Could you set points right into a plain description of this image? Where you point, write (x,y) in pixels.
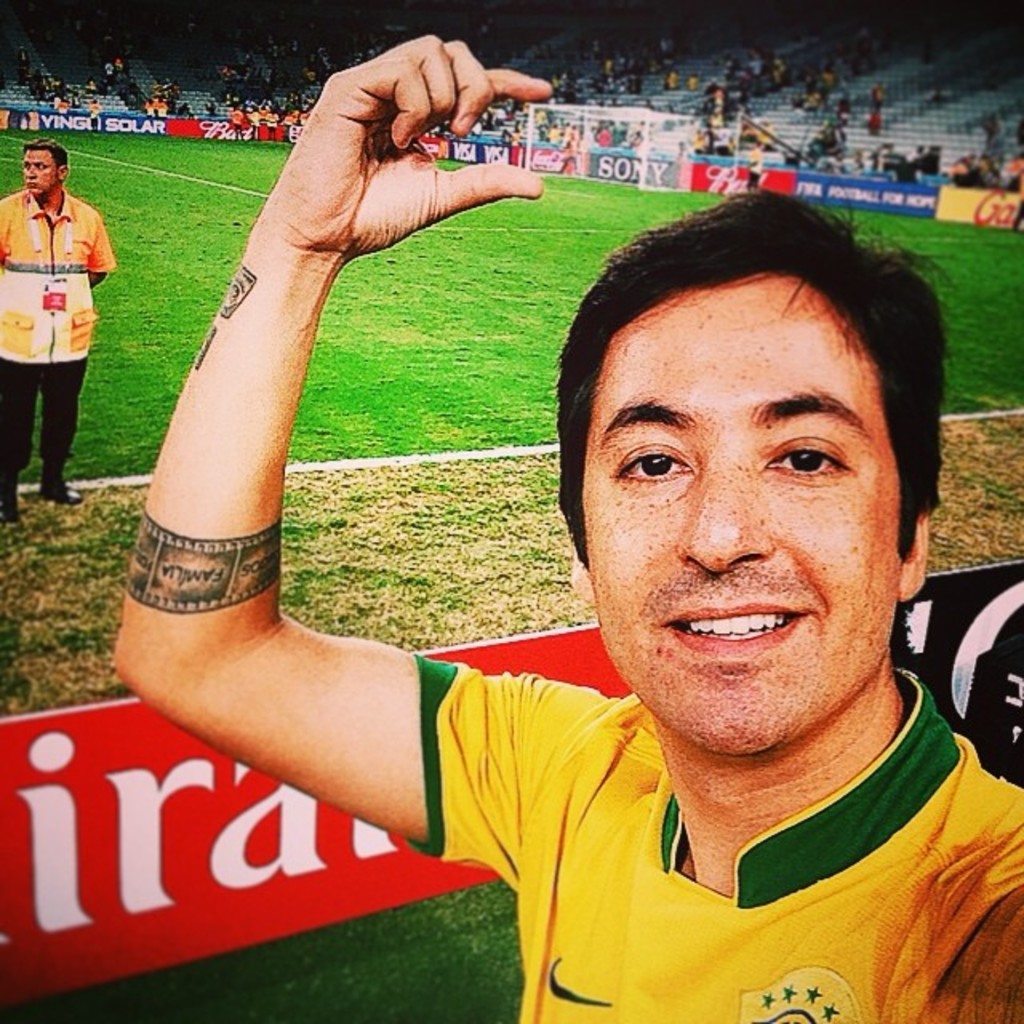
In this picture I can see a man (622,546) in front (508,746) who is wearing a jersey (569,818) and I see that he is smiling. I can see few tattoos (241,296) on his hand (170,446). In the background (199,290) I can see the football pitch (24,507) and I can see the boards (736,176) on which there are words (454,149) written. On the right side of this picture (728,152) I can see the goal post (595,123) and I see number of people (563,99).
